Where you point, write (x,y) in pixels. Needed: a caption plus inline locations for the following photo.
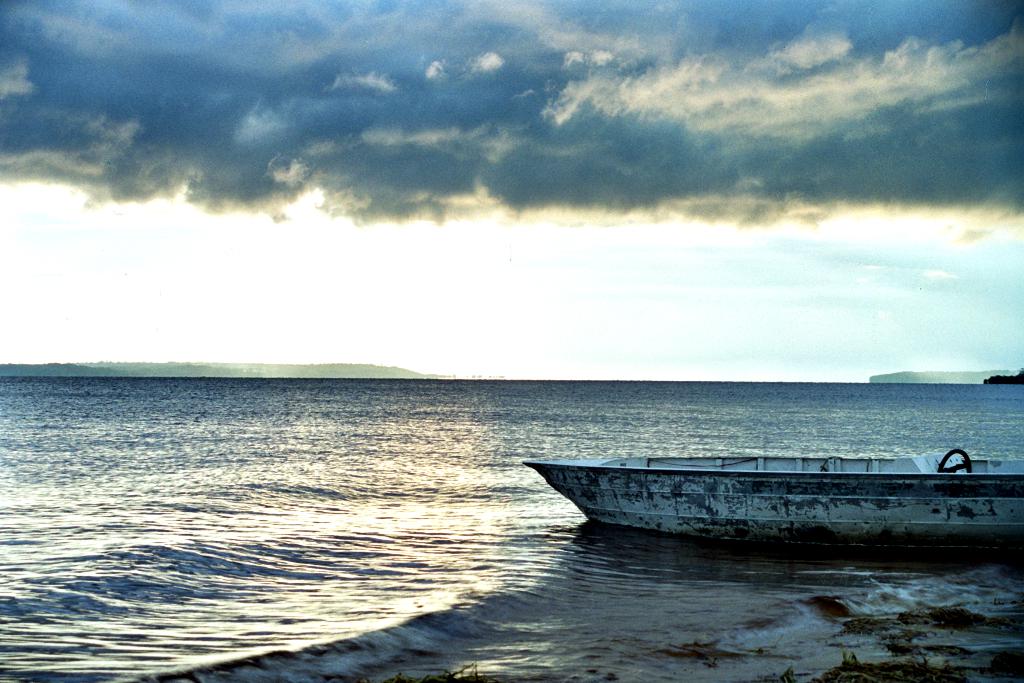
In the image there is a boat (754,485) in the ocean (212,574), in the back (958,379) it seems to be hills (277,371) on either sides and above its sky (298,170) with clouds (544,214).
